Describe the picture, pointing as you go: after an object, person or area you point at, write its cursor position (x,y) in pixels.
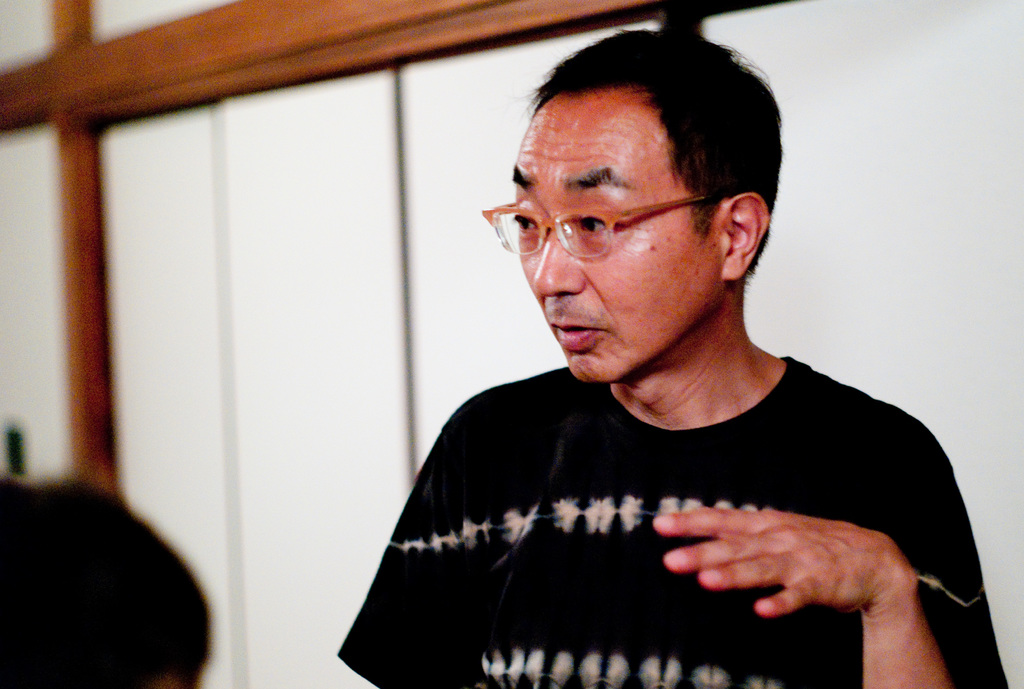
In this image there is a person (412,517) standing and looking to the left side of the image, beside this person (415,588) there is another person (91,633). In the background (773,34) there are cupboards (247,267).
